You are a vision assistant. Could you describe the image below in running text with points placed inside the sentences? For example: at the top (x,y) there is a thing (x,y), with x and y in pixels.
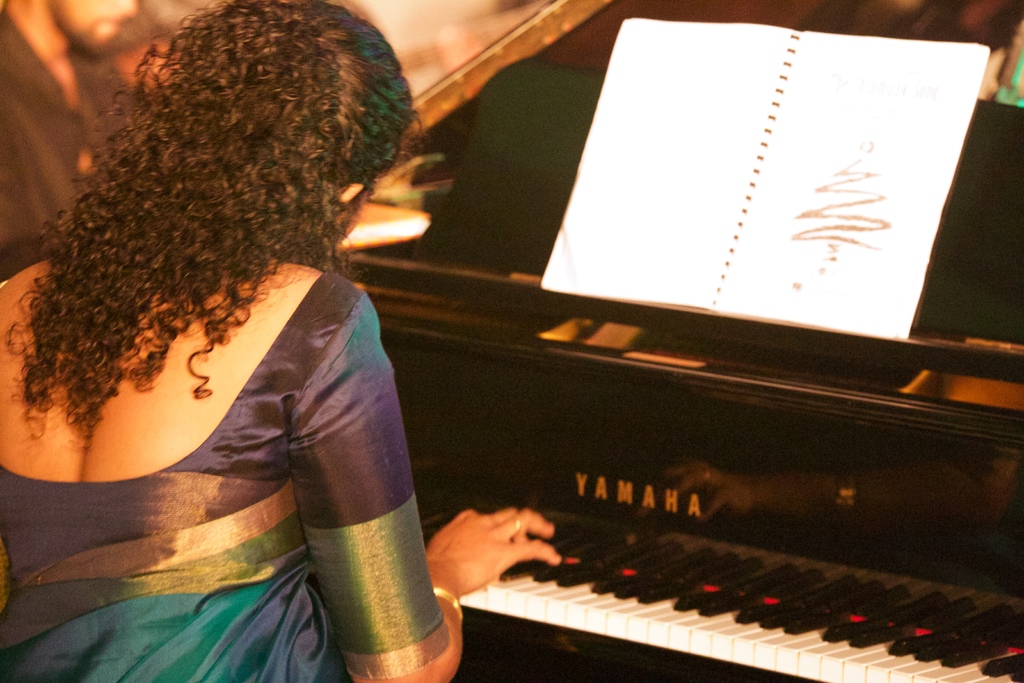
This is the picture of a woman (300,499) sitting on a chair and the women (274,432) is playing the piano (591,511) and the piano keys (663,593) are white and black color. The piano (700,593) is made up of a wooden (618,395) on top of the piano (679,339) there is a book (739,204). Background of the women (355,208) there is a person (87,74) who is standing.
